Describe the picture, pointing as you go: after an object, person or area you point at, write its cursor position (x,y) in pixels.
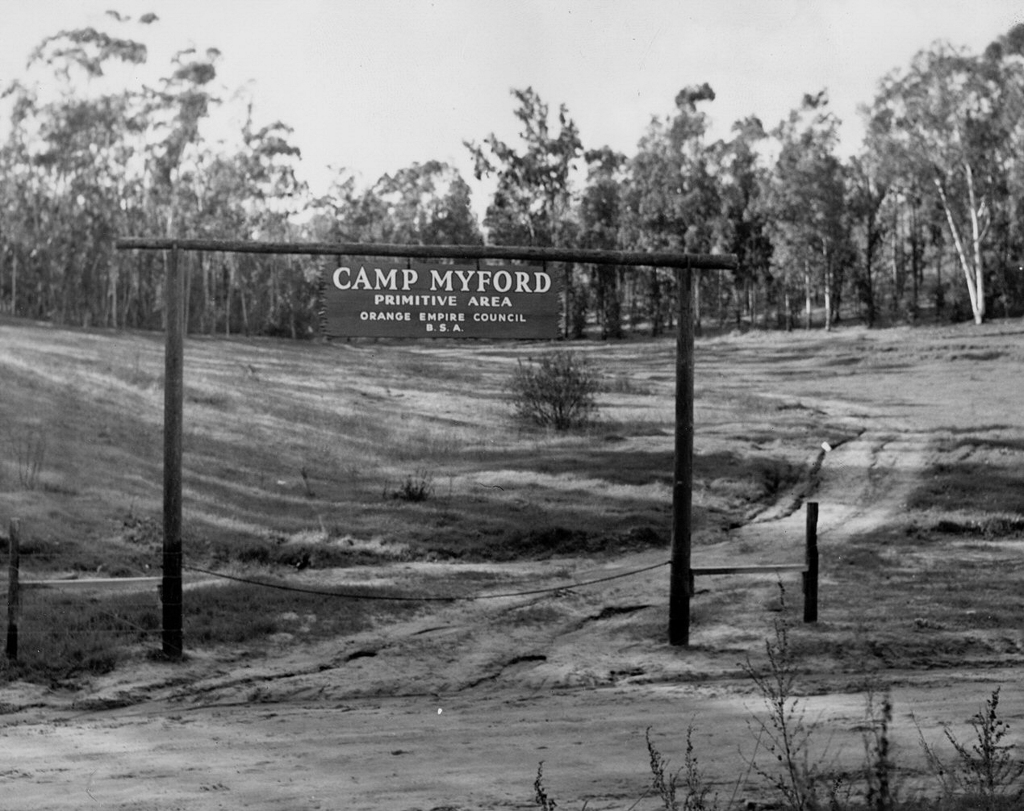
In this image we can see there is a ground (411,408). On the ground (480,560) there are plants (545,422), Trees (343,193) And board (466,280) which is tied to the sticks (509,255). And at the top (489,79) there is a sky (778,120).
